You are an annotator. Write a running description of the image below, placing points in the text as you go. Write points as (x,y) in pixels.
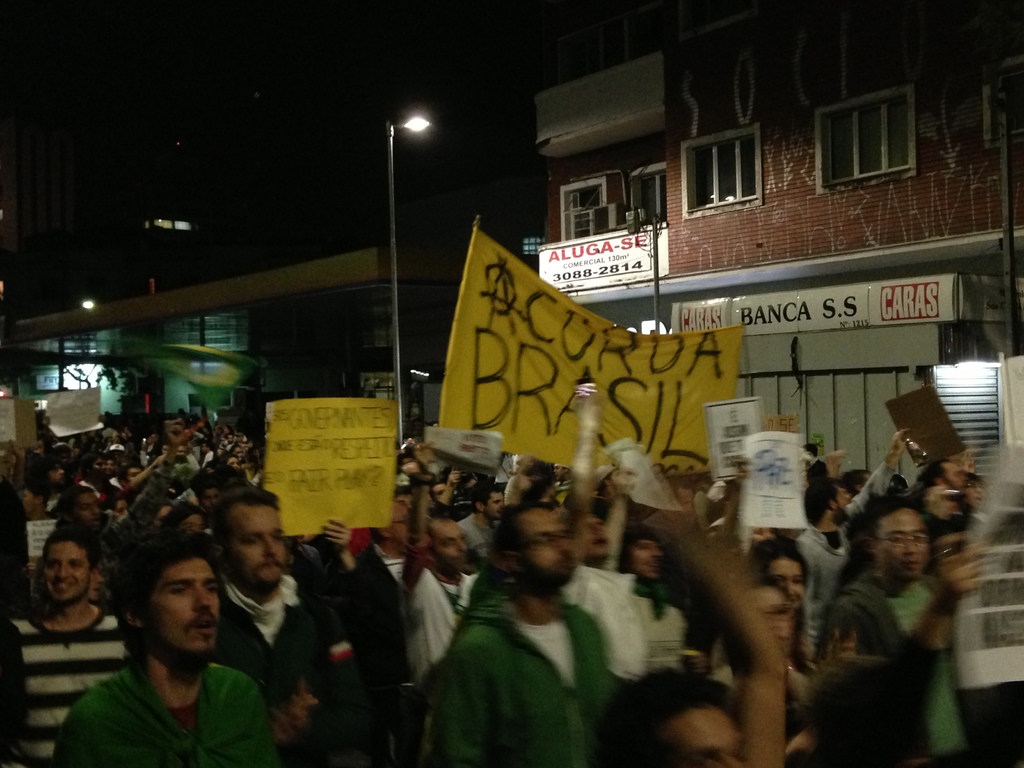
In this image I can see a group of people (605,657) walking and few (547,468) are holding banners (468,329) and boards (386,481). Back I can see light poles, buildings (780,131) and windows (705,177).
